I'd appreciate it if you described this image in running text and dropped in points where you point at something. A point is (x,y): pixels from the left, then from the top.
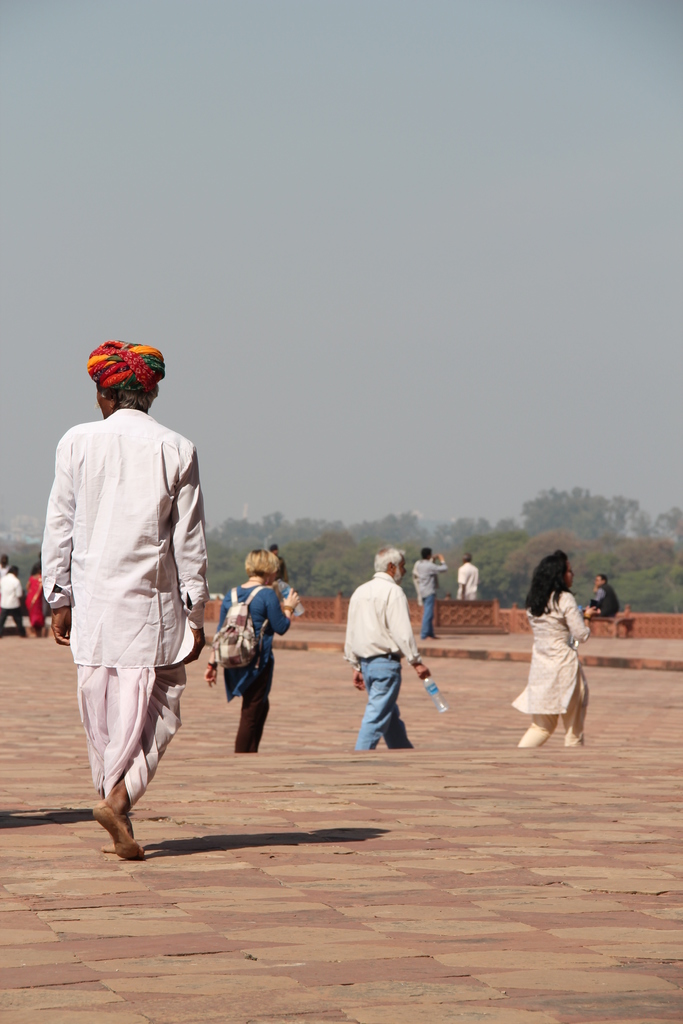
In this image we can see some persons (240,693) on the floor (535,761), we can also see the wall (447,614), there are some trees (551,535) and in the background (434,402) we can see the sky (174,357).
